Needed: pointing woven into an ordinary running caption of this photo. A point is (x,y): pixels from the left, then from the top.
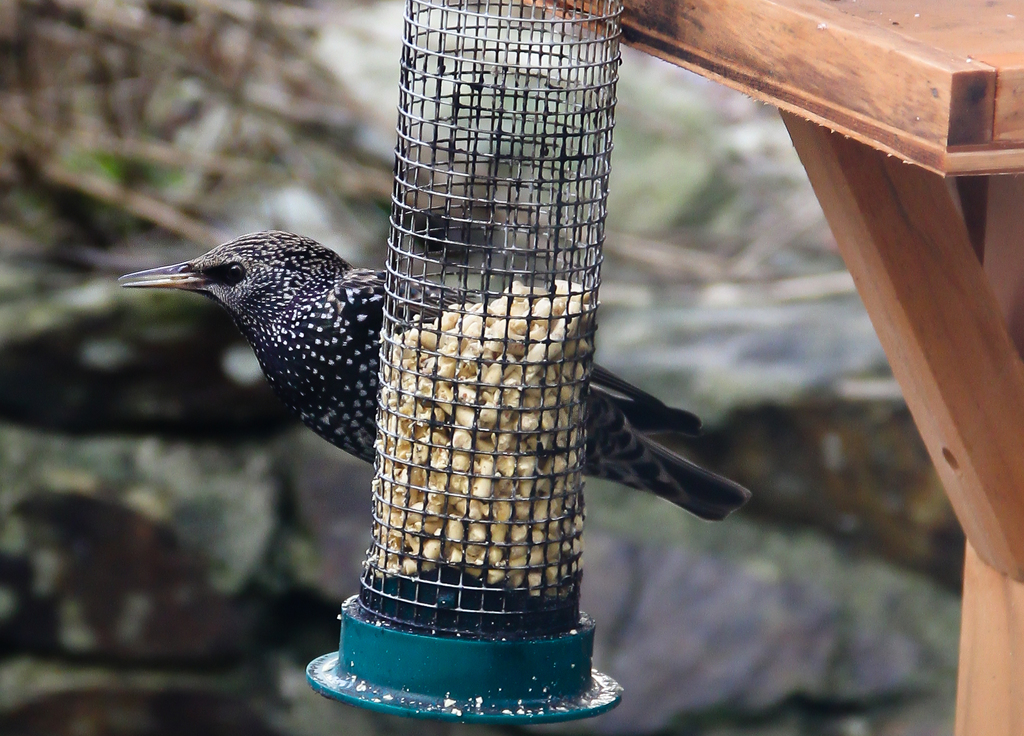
In front of the picture, we see a steel mesh bottle (506,385) containing the grains (503,487). Behind that, we see a bird (285,348) in black color. It has a long beak (175,274). On the right side (779,14), we see a wooden object (974,582). There are trees (235,173) in the background (210,197). This picture is blurred in the background (283,491).
